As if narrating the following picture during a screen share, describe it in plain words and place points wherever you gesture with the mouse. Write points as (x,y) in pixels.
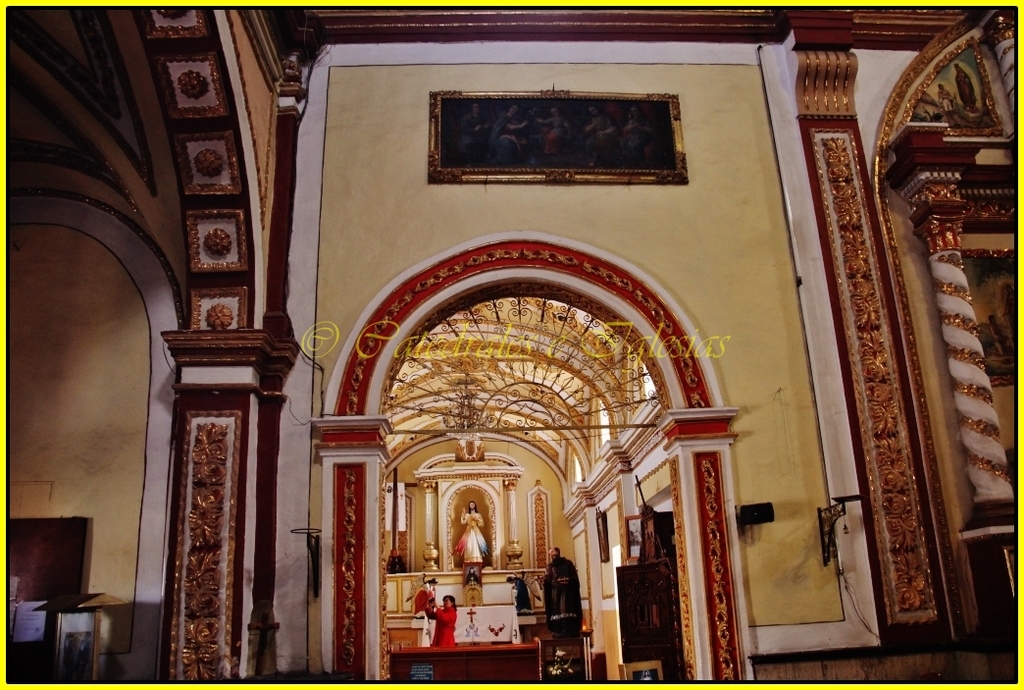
In the image we can see these are the statues (466,540) of people (435,583). This is a frame (493,138) and this is an internal structure (943,391) of a building (318,404) and a watermark (466,334).
